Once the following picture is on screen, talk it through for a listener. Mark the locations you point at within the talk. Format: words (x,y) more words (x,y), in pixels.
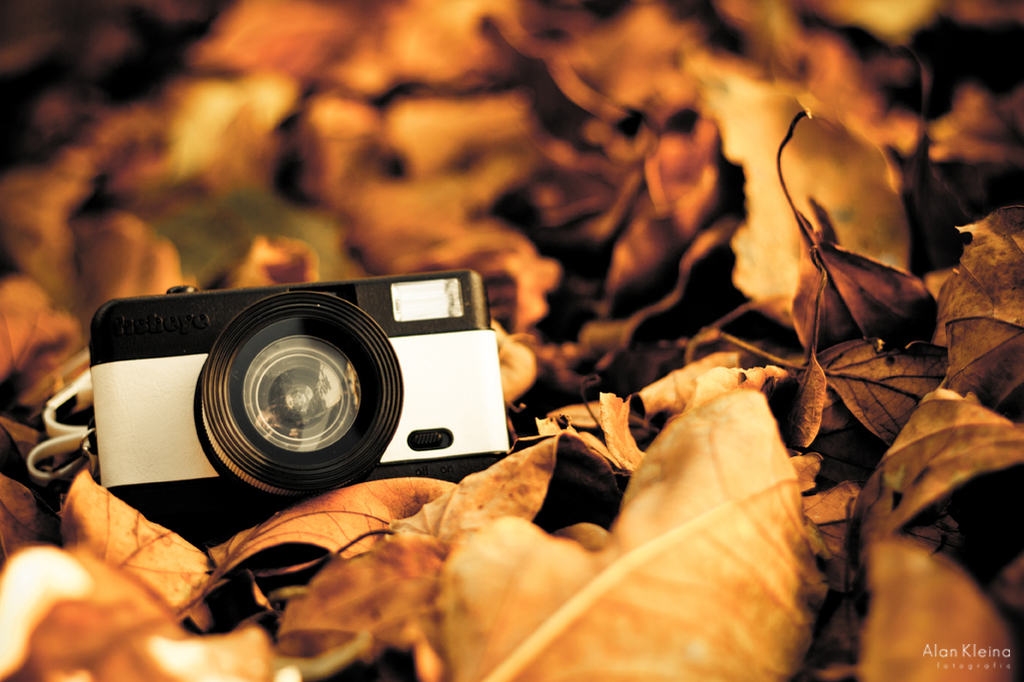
In this image we can see a camera (224,319). Around the camera (243,294) we can see the dried leaves (682,326).
